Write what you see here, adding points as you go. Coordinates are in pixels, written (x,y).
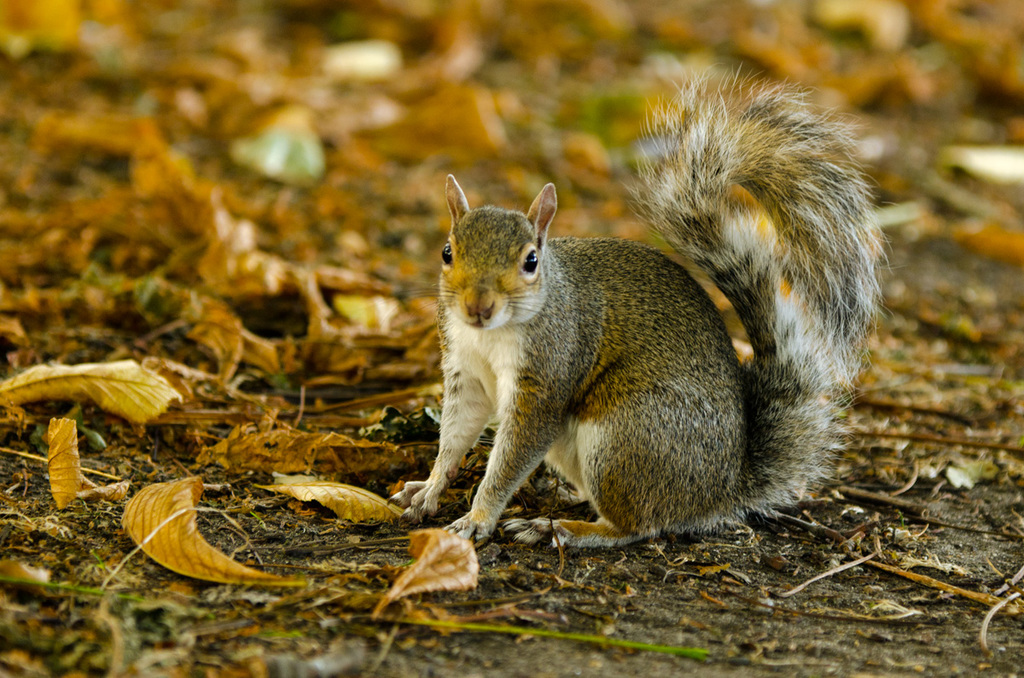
In the center of the image (619,410) we can see one squirrel (664,451) and dry leaves (151,204). In the background (947,186), we can see it is blurred.
